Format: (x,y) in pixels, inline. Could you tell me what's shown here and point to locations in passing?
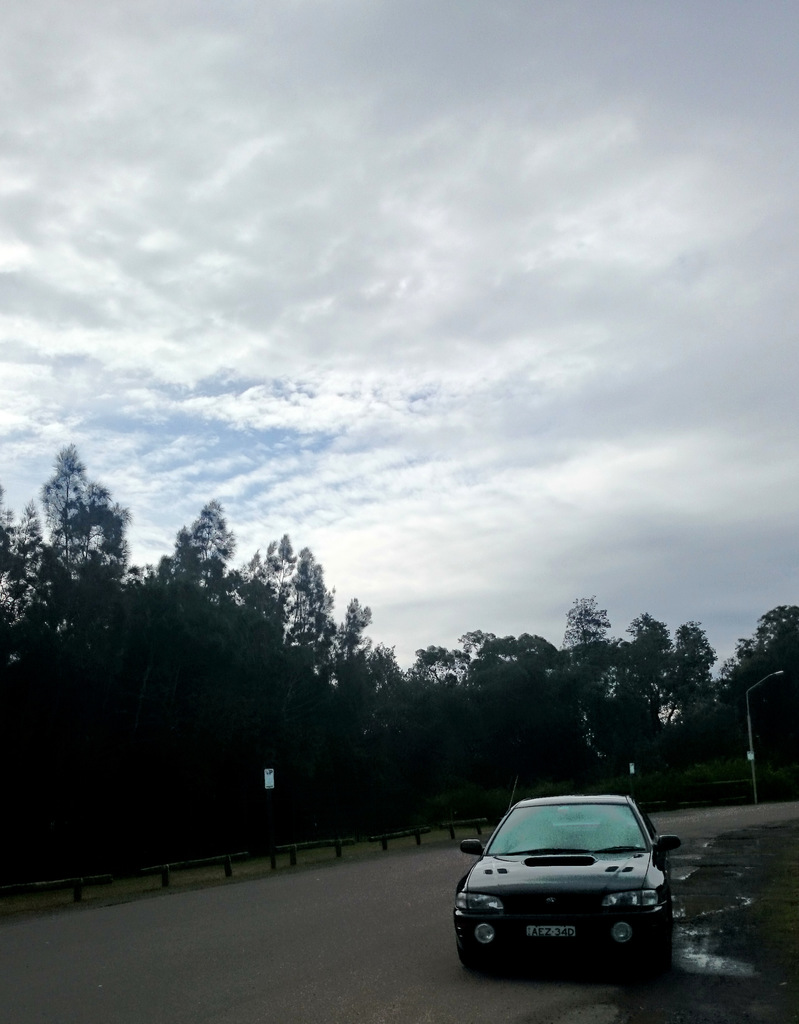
We can see car (524,866) on the road (287,913). In the background (287,646) we can see boards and light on pole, trees (621,749) and sky (324,488) with clouds (356,437).
